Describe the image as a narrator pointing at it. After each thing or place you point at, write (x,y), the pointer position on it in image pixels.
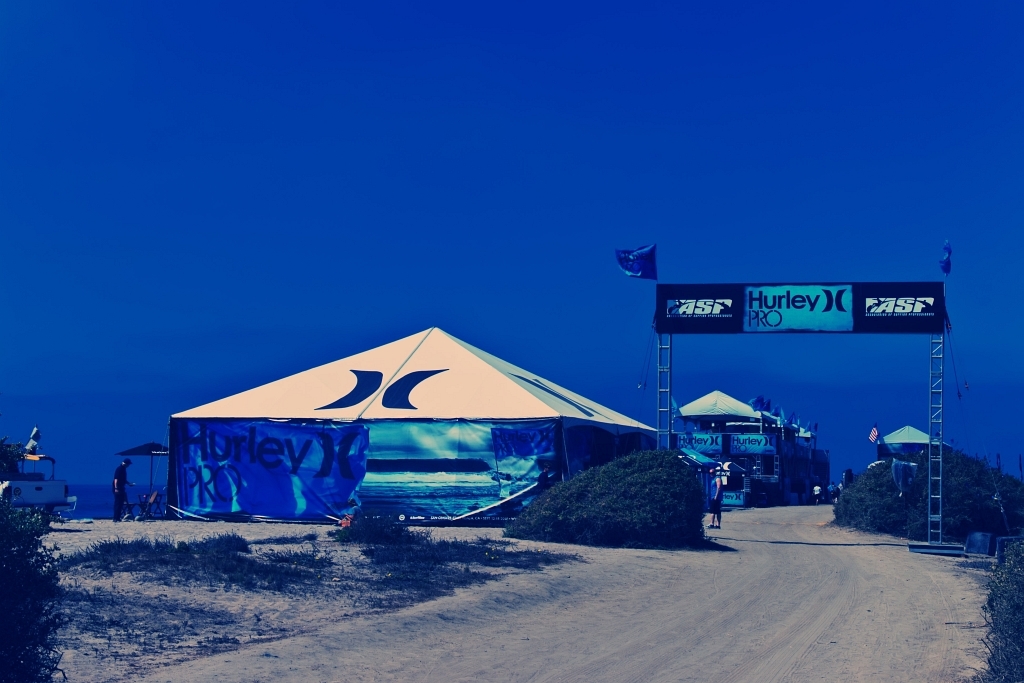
In this image, we can see some houses (747,472). There are a few people (122,472). We can see the ground (439,670) with an object (11,498). We can also see some grass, plants (622,525). We can see an arch (670,369) with poles (940,342). There are a few boards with text (740,443). We can also see the sky (863,454).
